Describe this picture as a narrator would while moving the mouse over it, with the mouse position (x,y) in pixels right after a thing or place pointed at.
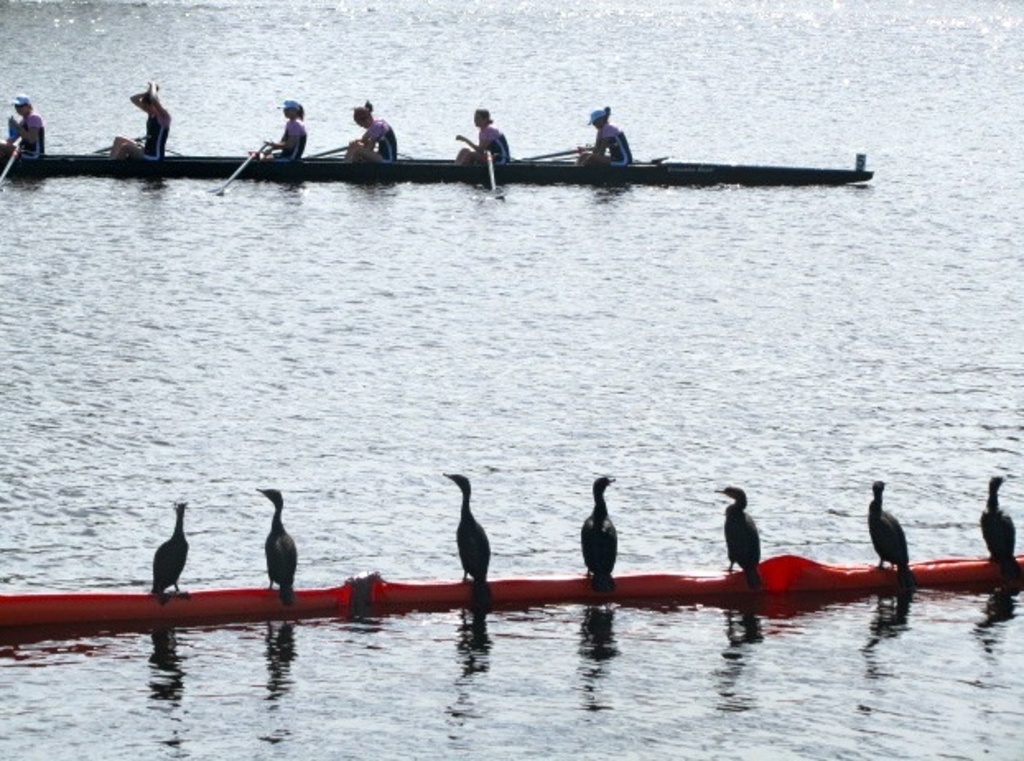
This picture is clicked outside. In the foreground (603,557) we can see the birds (465,556) are standing on an object (508,586) which is in the water body (572,622). In the background (622,140) we can see the group of people (385,138) seems to be rowing a canoe (428,178).
